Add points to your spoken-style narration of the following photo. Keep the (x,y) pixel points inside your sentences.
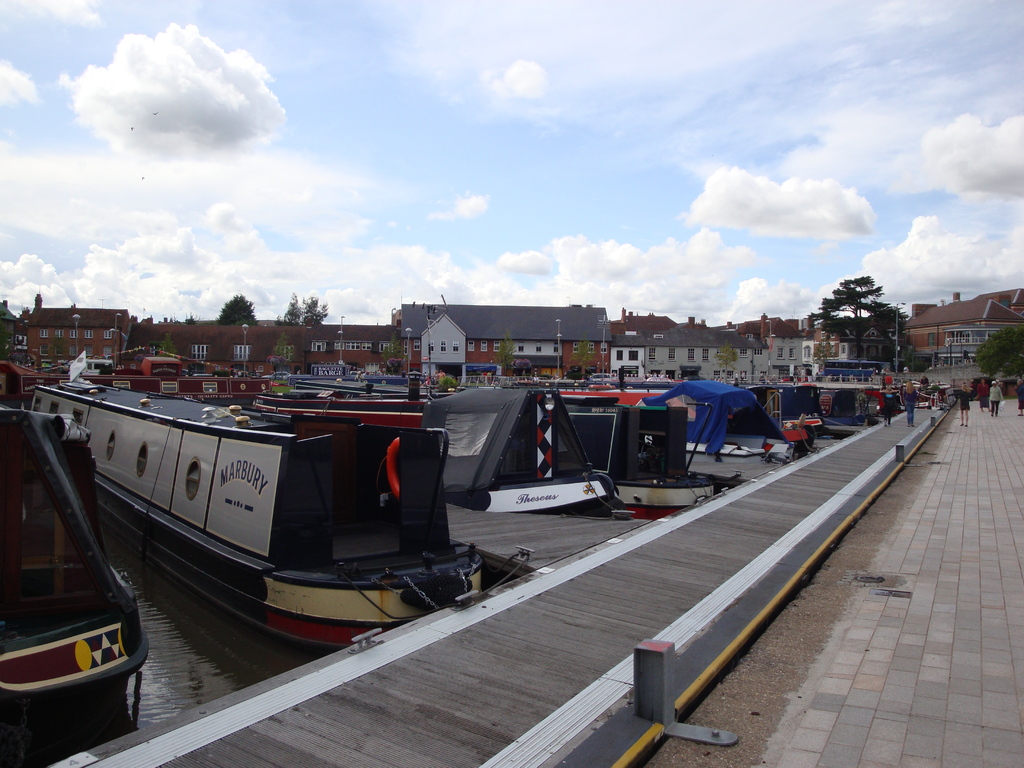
In this image I can see a footpath (996,470), a platform (882,454) and on it I can see number of people (909,417) are standing. On the left side of the image (319,469) I can see number of boats (443,481) on the water (174,601). In the background (360,367) I can see number of buildings (566,336), number of trees (590,357), clouds (42,200) and the sky (262,166).
